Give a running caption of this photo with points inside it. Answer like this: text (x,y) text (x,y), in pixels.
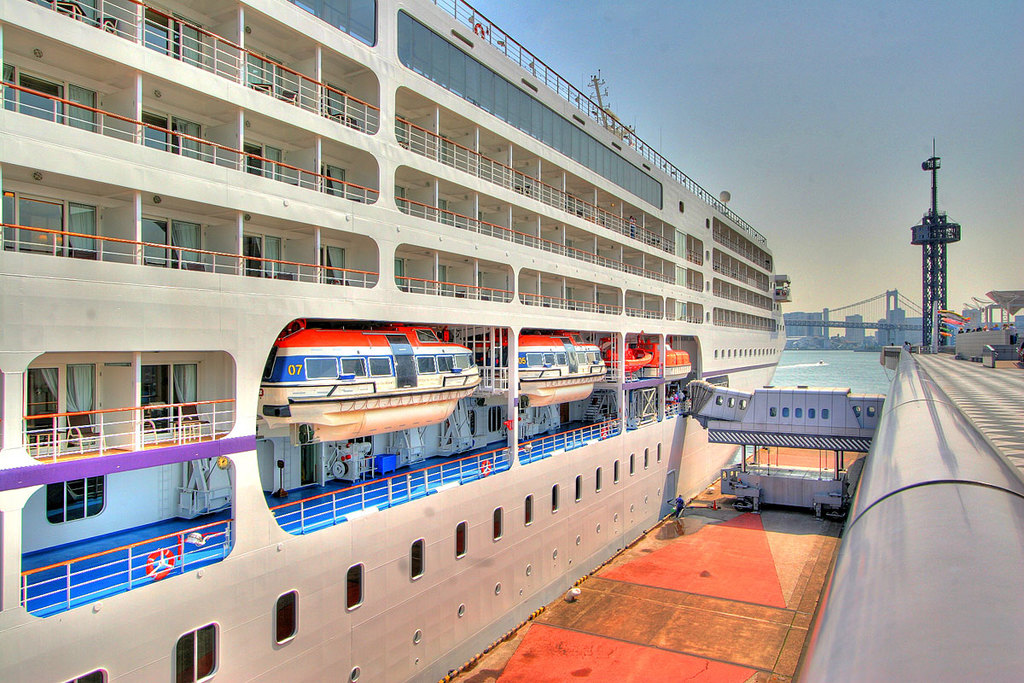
There is a ship (606,326) in the middle of this image (550,356) and there is a tower (937,245) on the right side of this image (931,276). There is a bridge (889,314) behind to this tower (925,268). There is a sky (839,256) at the top of this image (766,87).
